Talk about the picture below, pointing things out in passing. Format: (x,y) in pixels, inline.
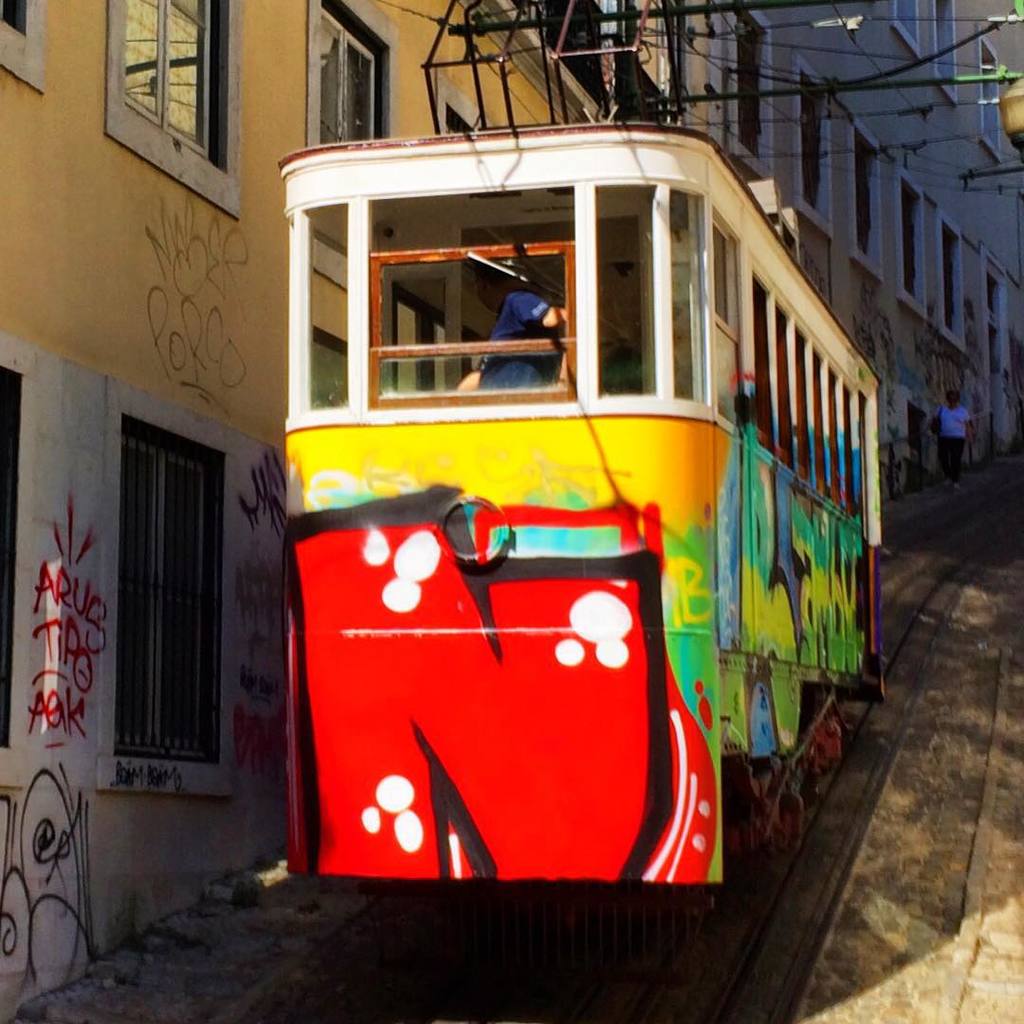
In this picture we can see a person (532,319) in the tram (513,505) and behind the tram (616,461) there is a person (960,412) walking. On the left side of the tram (422,499) there is a wall (161,367) with windows (122,636) and some scribblings (47,623). At the top (510,25) there are cables (554,22).
